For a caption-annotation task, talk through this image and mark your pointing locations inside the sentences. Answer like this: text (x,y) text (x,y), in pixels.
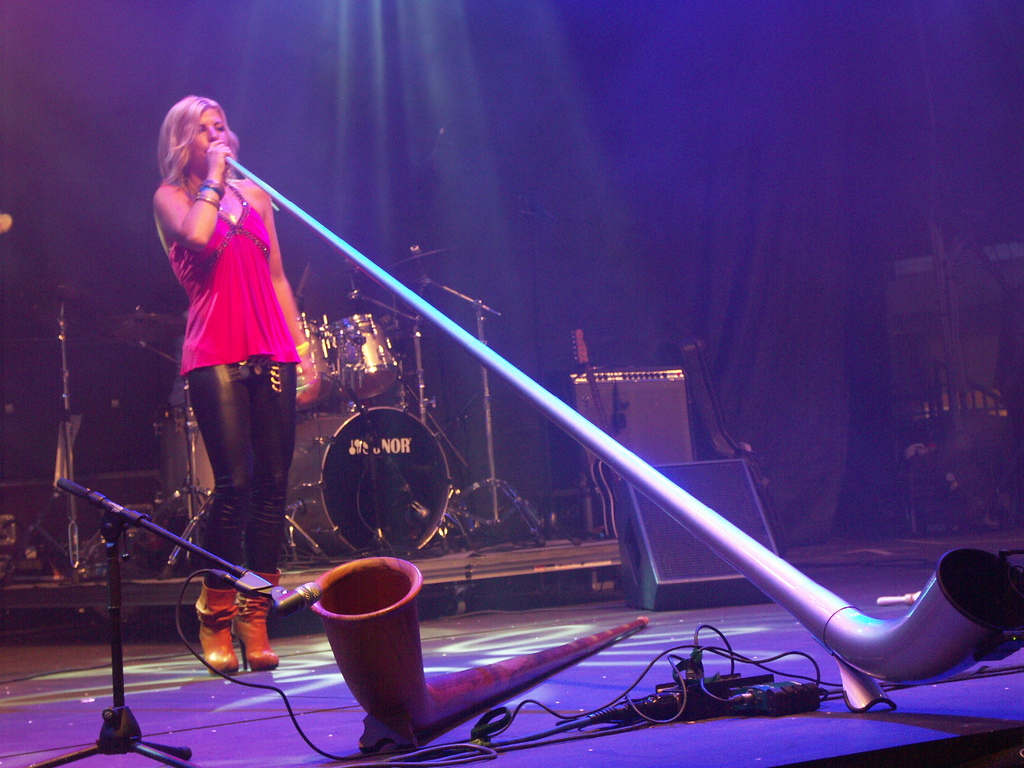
In the background (771,75) portion of the picture it's dark. In this picture we can see the musical instruments (316,549), devices (1003,643) and few objects (103,508) on the platform (425,637). We can see a woman (284,519) standing and she is holding an object (425,312).
